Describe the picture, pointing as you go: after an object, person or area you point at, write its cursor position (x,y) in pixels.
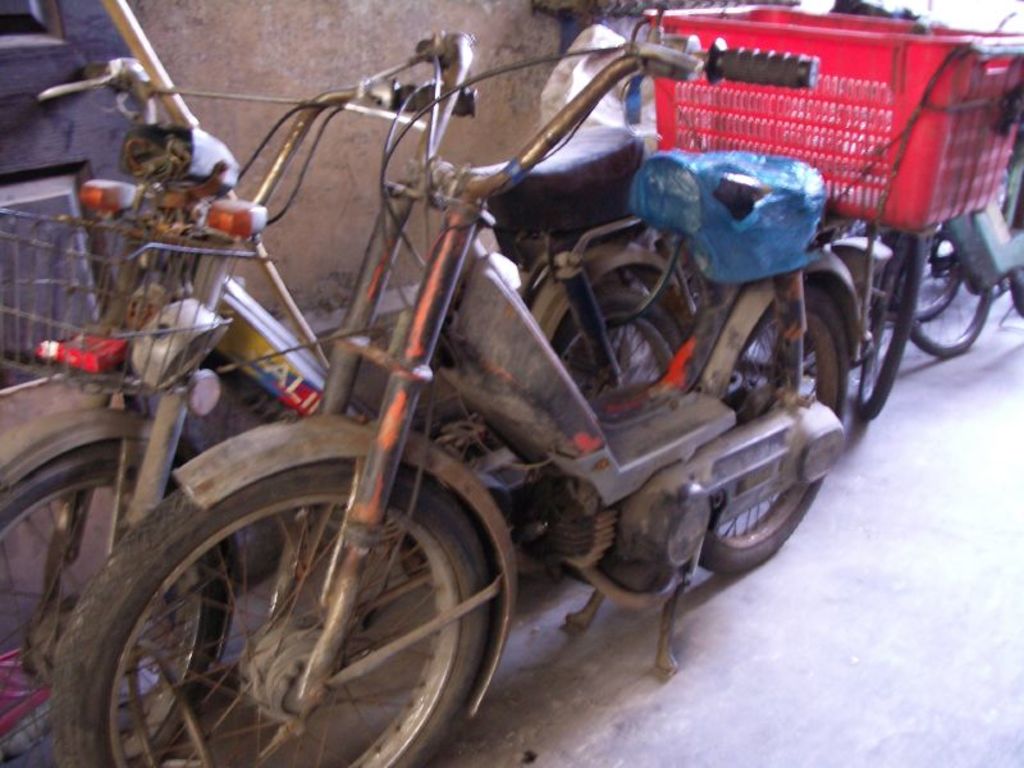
We can see vehicles (839,408) on the surface (897,592) and red basket (772,109). We can see cover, wooden object (153,61) and wall (289,69).
